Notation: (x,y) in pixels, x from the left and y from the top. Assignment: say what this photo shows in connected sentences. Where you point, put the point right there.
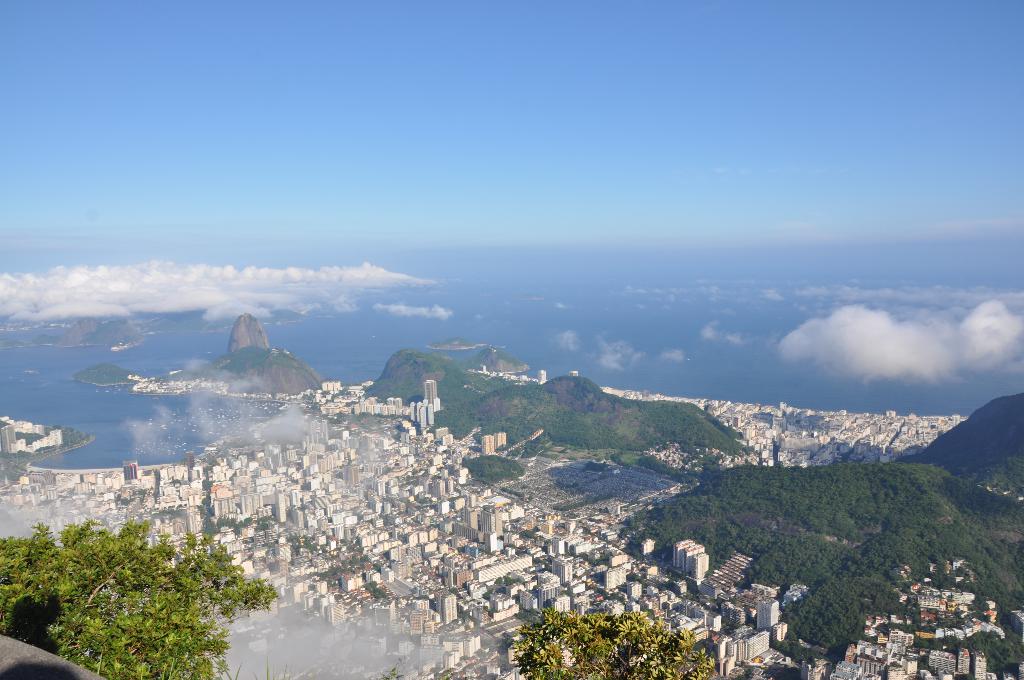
In the picture we can see a aerial view of the city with buildings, trees (1022,531), hills (590,390) with grass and plants (1014,504) and besides we can see water (314,319) and in the background (313,288) we can see clouds (17,292) and sky (723,54).
